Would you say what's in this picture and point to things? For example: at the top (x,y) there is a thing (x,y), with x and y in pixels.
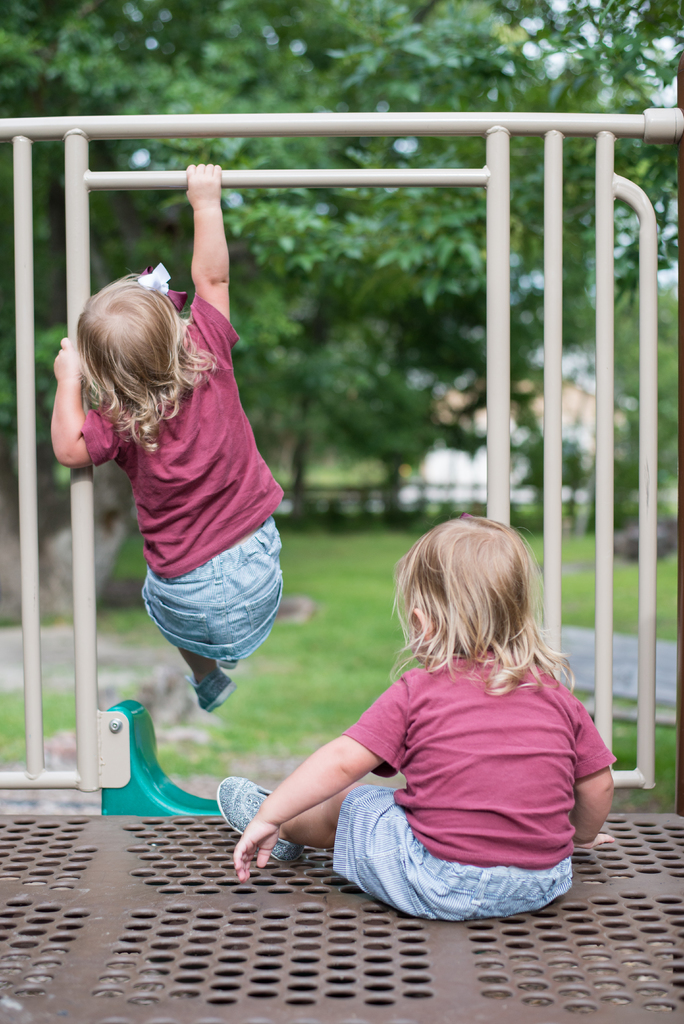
In this image, on the right side (457,716), we can see a kid (498,778) sitting. On the left side (197,426), we can see another kid (218,403) holding a metal rod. In the background (239,25), we can see some trees (372,430) and houses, at the bottom (343,709) there is a grass (317,714).
